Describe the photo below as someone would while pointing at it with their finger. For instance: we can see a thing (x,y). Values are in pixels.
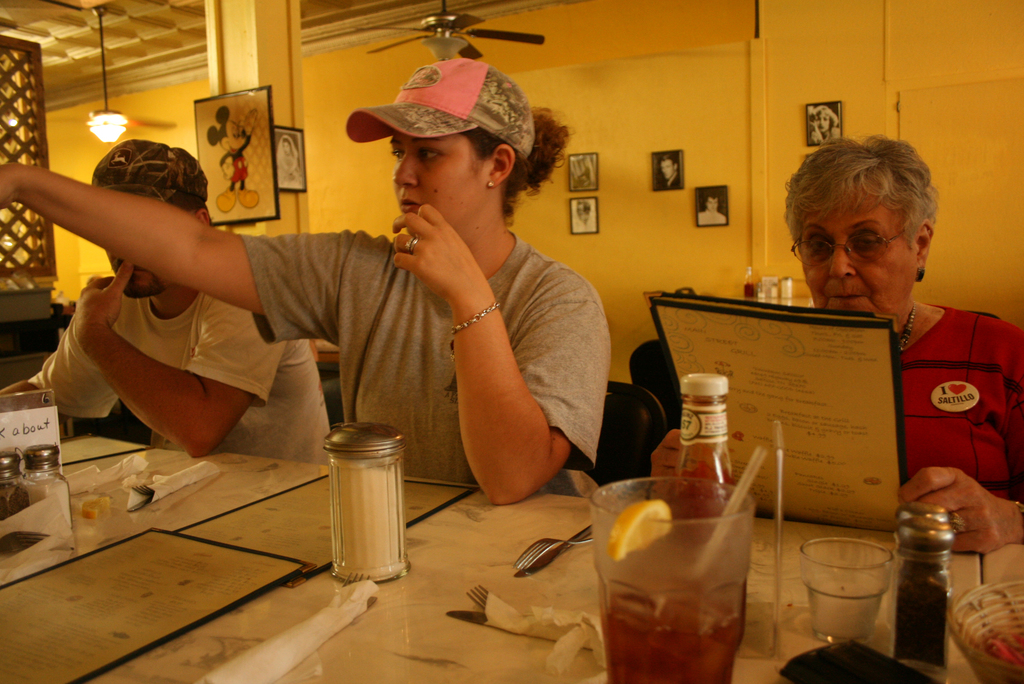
In this image, we can see persons (836,158) wearing clothes (560,350) and sitting in front of the table (467,604). This table (418,598) contains glasses (632,586), labels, bottles (395,540), forks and tissues (170,484). There is a person (863,294) on the right side of the image (997,370) holding a menu card (874,445) with her hands (915,494). There are photo frames (236,206) on the wall (323,160). There is a light (118,137) and fan (461,42) hanging from the ceiling (140,85).
